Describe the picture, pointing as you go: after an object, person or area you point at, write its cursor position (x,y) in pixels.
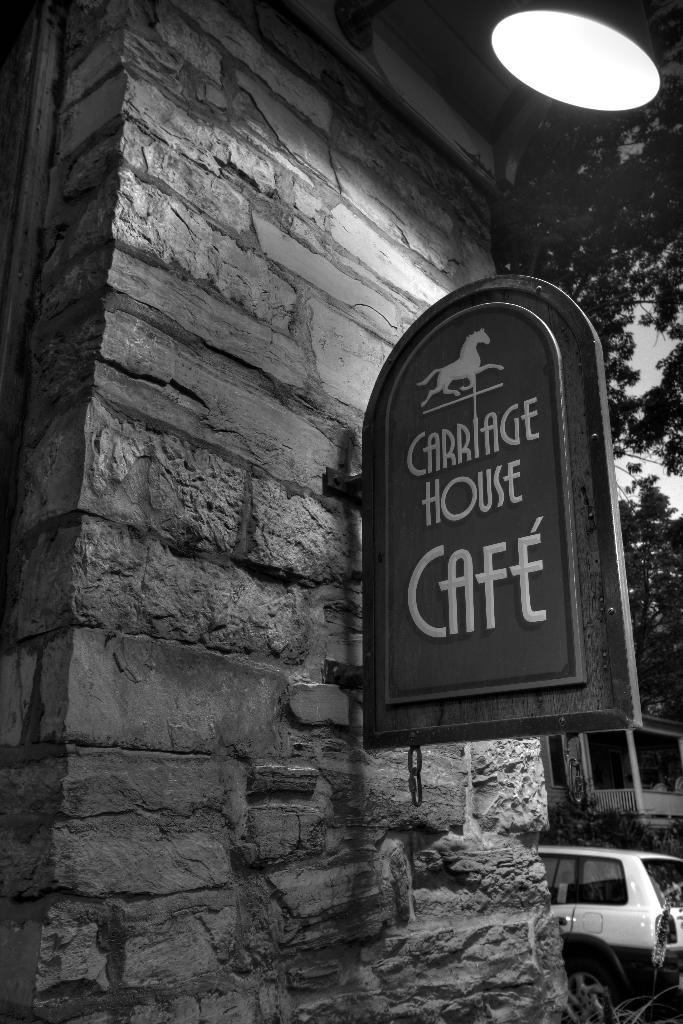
In this picture, we can see the wall (250,534), and a board (438,472) with text (443,630), and image (443,383) on it, and we can see a vehicle (612,898), trees (625,365), plant (661,965), and the sky (634,459).
